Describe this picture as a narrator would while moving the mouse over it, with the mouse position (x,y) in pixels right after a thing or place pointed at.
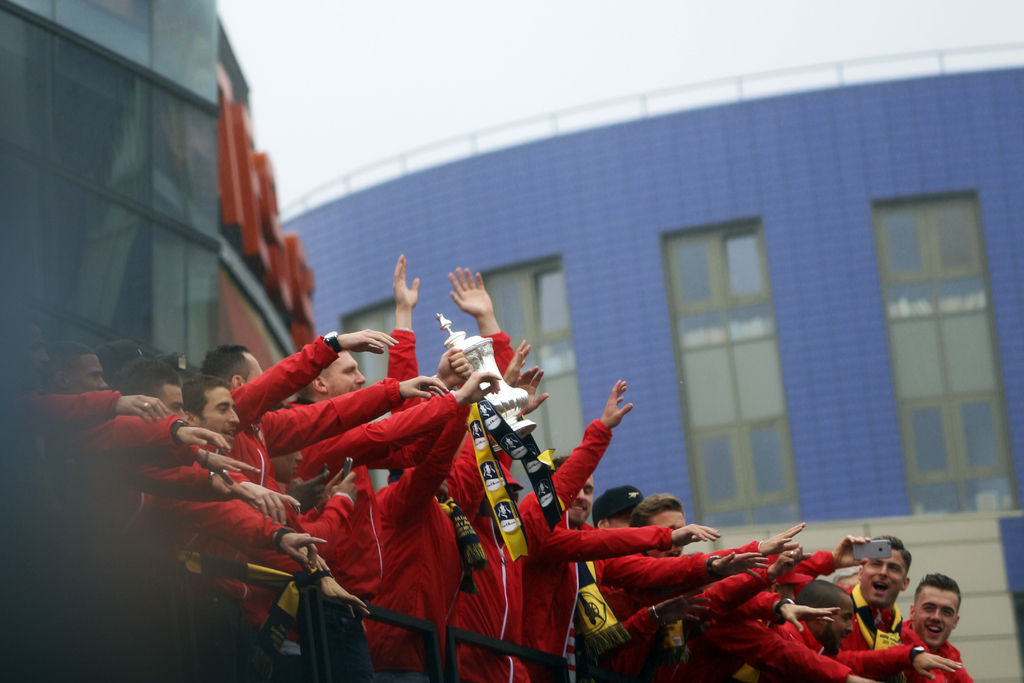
In this image I can see few group of people (624,500) wearing red color dress (537,512) and holding trophy (502,389). Back I can see few buildings (685,264) and windows (748,331). The sky (412,117) is in white color.
